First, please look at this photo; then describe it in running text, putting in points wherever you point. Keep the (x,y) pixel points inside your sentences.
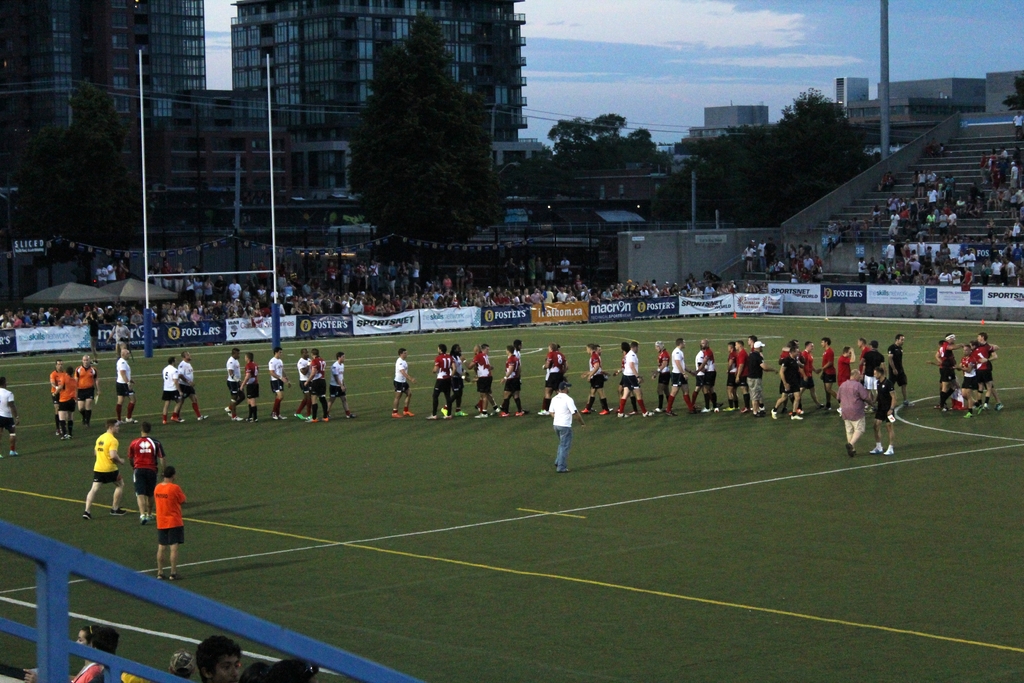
In this image I can see number of people (314,364) in the ground (958,328). In the background (218,135) I can see number of trees (97,109), buildings (240,76) and clear view of sky (679,85).
